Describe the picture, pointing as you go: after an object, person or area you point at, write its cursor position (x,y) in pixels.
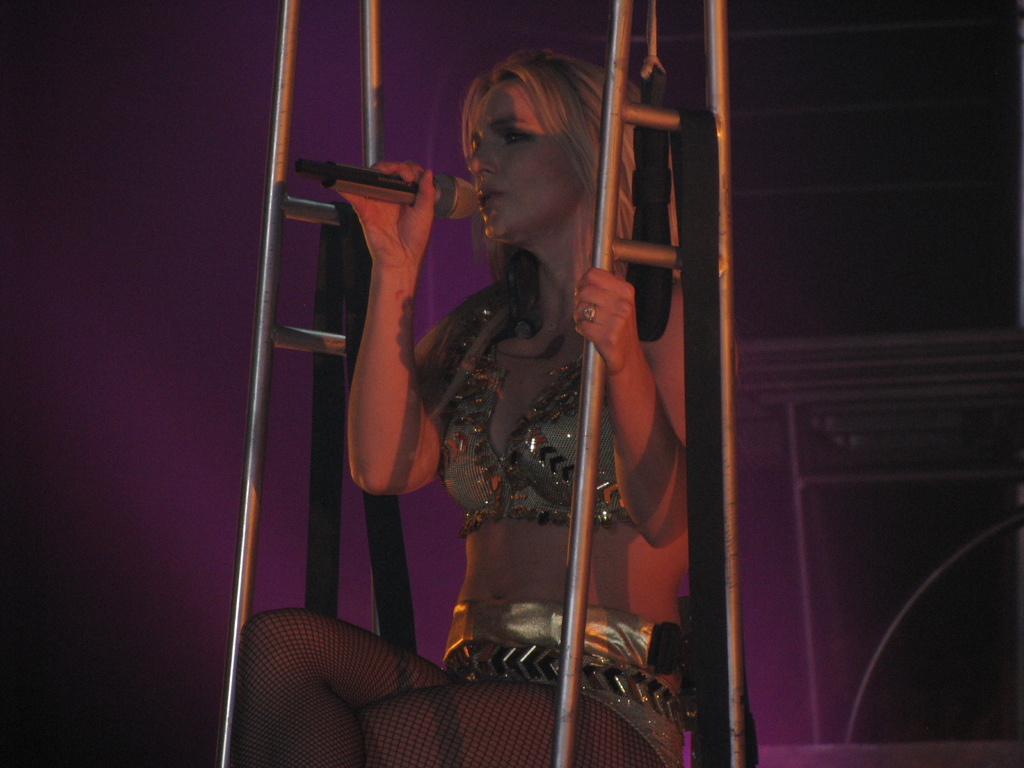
In this image we can see a woman (582,273) is sitting and holding a mic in her hand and there are stands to the left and right side to her and she is holding the stand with the another hand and there are clothes (406,574) on the stands (239,598). In the background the image is not clear but we can see objects (916,590).
